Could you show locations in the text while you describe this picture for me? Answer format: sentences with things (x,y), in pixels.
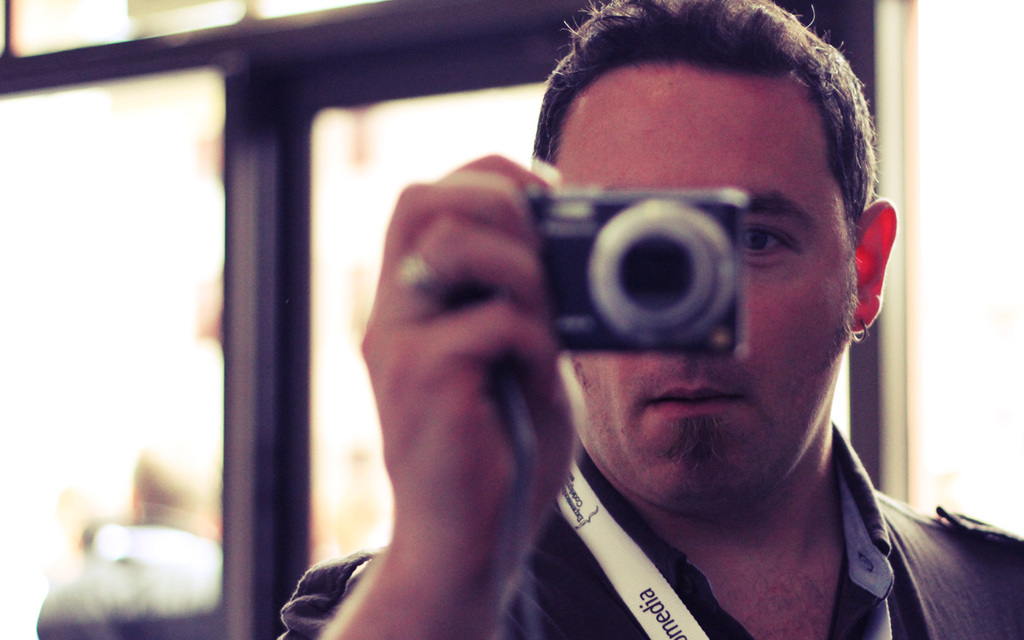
In this image i can see a man (725,152) wearing a black shirt (609,608) is holding a camera (690,320). In the background (314,322) i can see a glass window (179,276) through which i can see another person (164,498) and the wall (955,295).
